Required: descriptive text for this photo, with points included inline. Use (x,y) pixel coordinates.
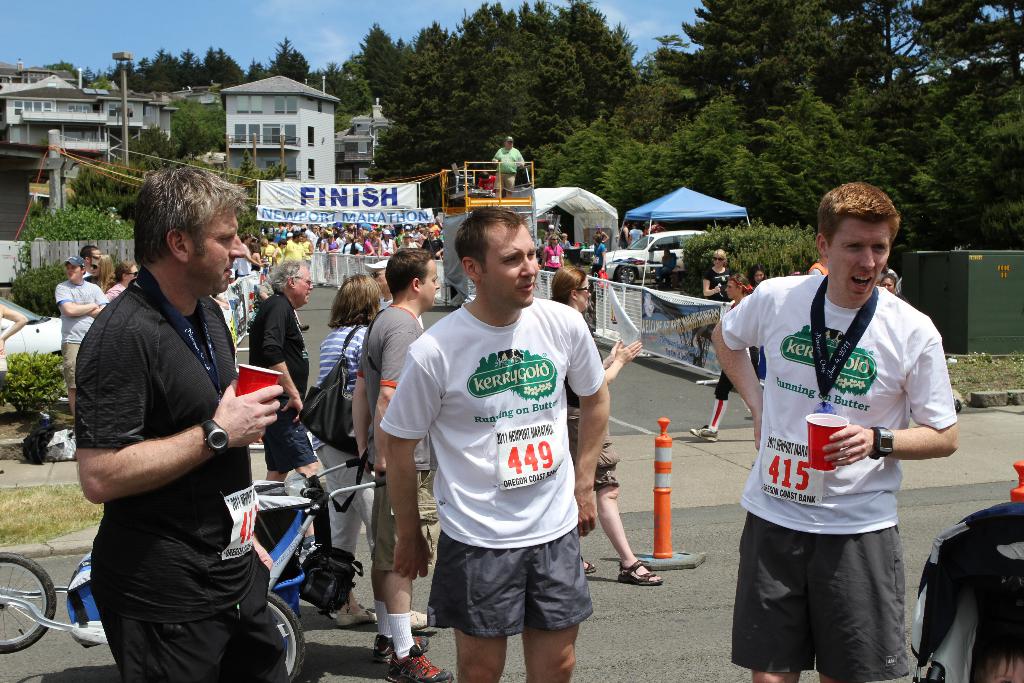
In this image, we can see people (455,542). Two men (824,517) are holding glasses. In the background (389,541), we can see people (391,289), plants (808,258), tents (743,209), vehicles (654,240), trees (493,48), buildings (16,124), mesh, banners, some objects (123,139) and the sky (120,18). At the bottom of the image (689,657), there is a road (628,643).
